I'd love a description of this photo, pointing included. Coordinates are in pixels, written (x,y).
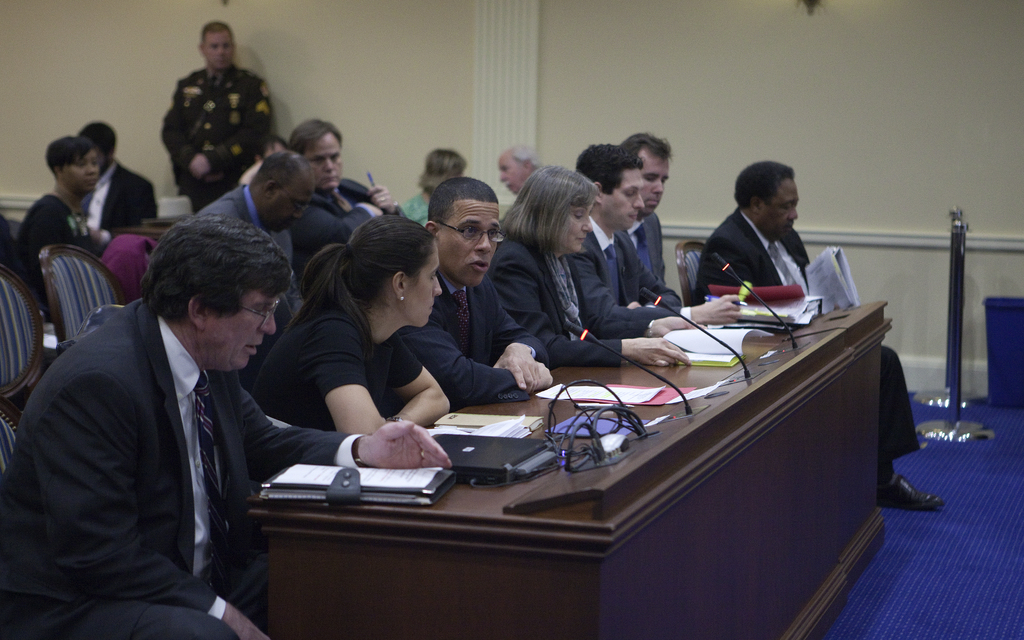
This is an inside view of a room (395,388). Here I can see few people (55,415) are sitting on the chairs (10,357) facing towards the right side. In front of these people (200,525) there is a table (492,522) on which some books (436,493), papers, wires (623,425), microphones (612,351) and some other objects (670,393) are placed. On the right side (955,327) there are two metal stands (952,350) and a bin (1001,356) are placed on the floor (976,441). In the background (405,93) there is a wall (411,82) and also there is a person (204,128) standing.
